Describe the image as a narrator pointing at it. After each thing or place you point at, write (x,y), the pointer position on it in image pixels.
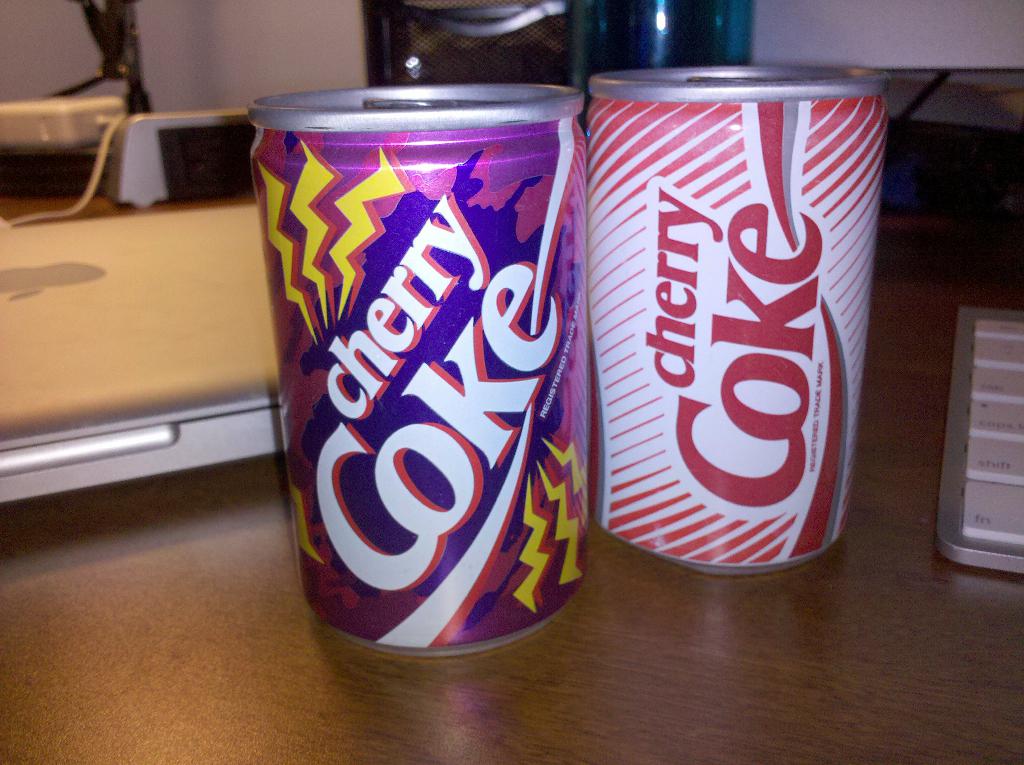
In the image there are two coke tins (798,513), keyboard (961,383), laptop (188,383) kept on a table (138,739).
